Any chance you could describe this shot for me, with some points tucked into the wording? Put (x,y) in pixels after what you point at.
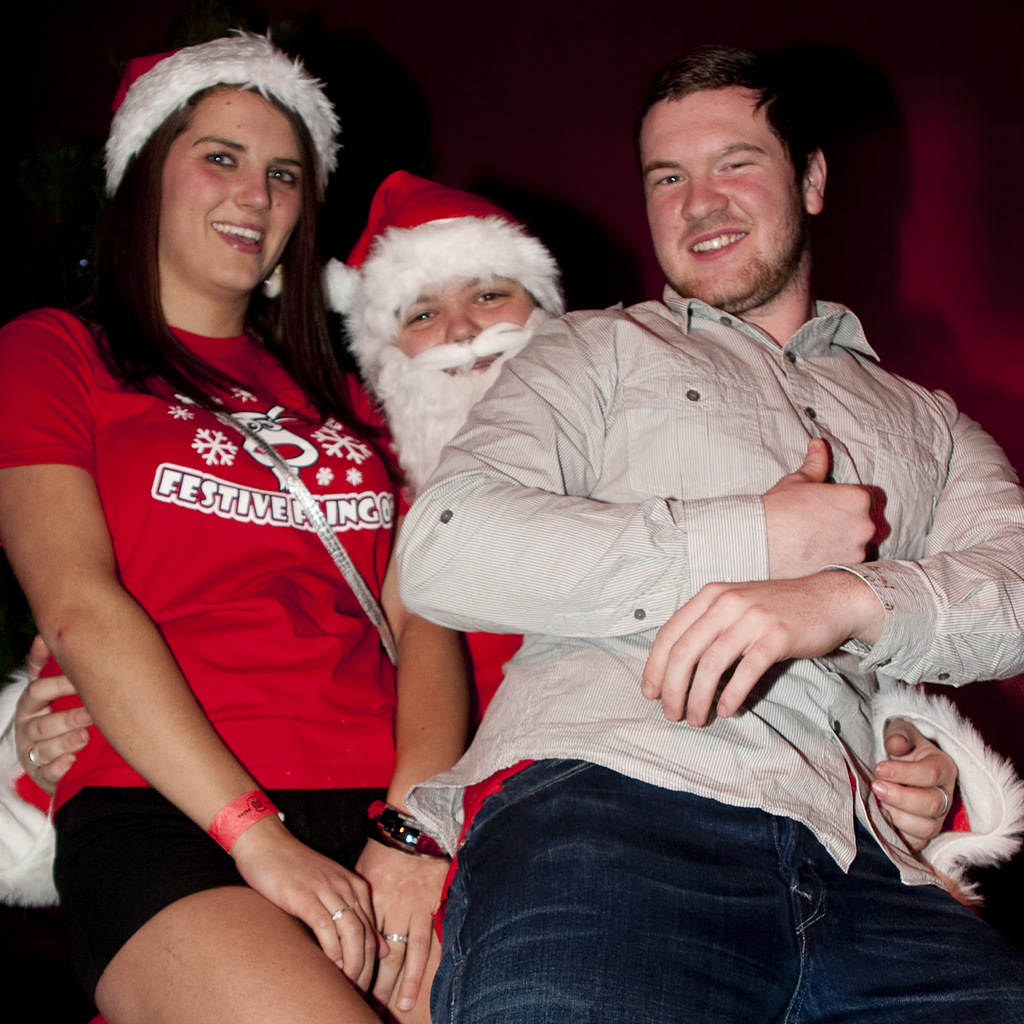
There are people (315,343) smiling. In the background (645,66) it is dark.
